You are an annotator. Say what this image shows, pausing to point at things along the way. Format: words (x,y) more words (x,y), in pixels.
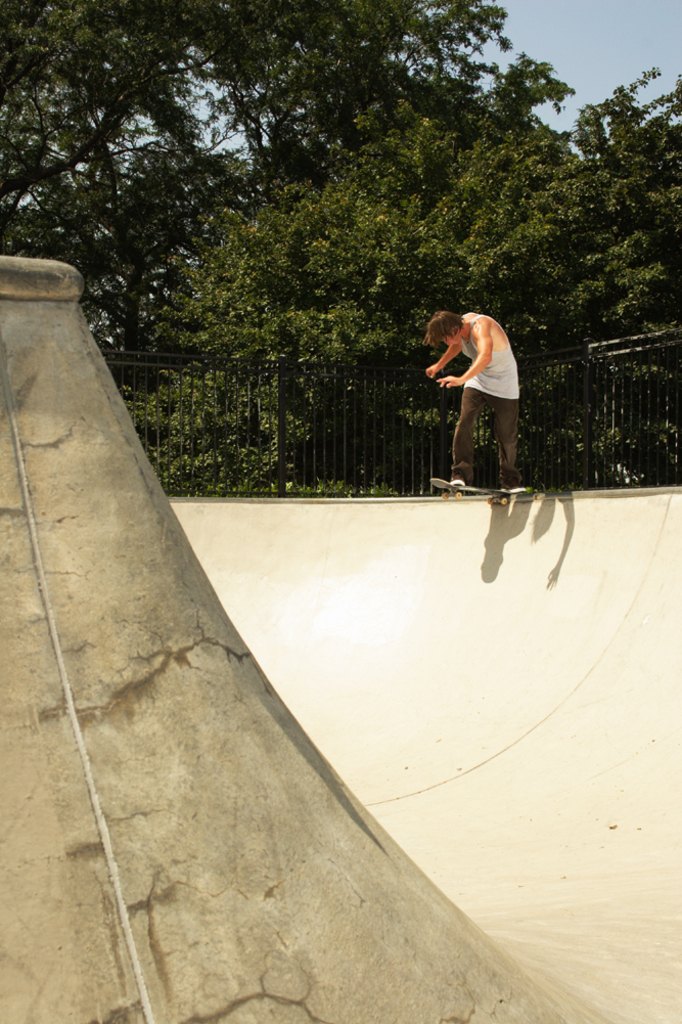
This is an outside view. On the right side (462,382) there is a man (495,413) skating on a wall (461,621). At the back of him there is a railing (204,442). In the background (317,208) there are many trees (425,151). At the top of the image (595,24) I can see the sky (635,57).
